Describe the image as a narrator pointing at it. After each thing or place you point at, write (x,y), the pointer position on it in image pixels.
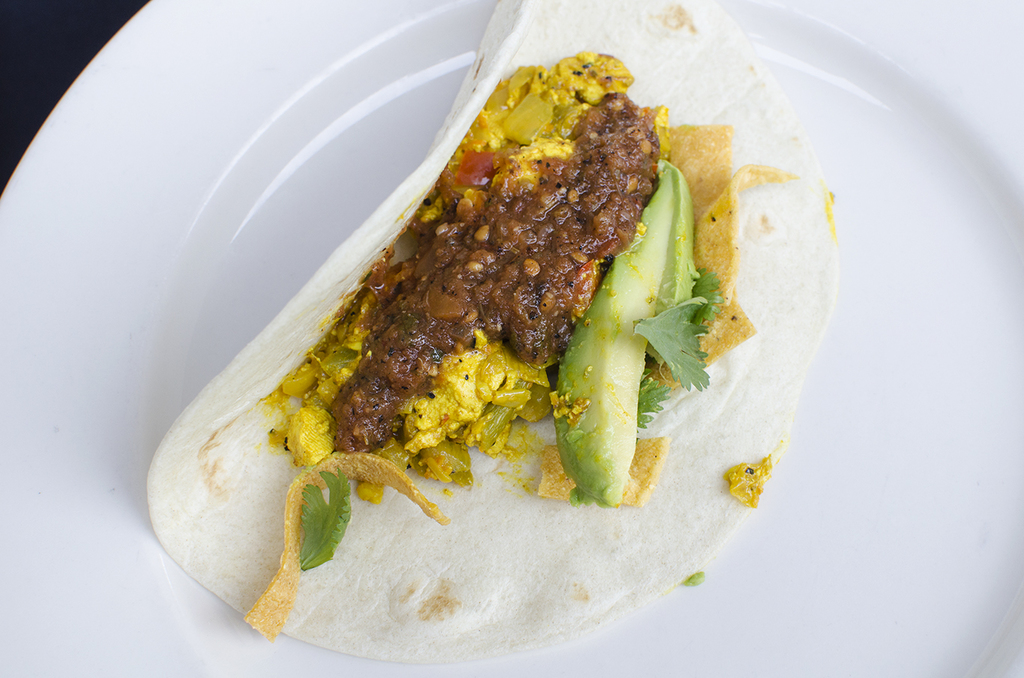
In this image we can see taco (506,400) in plate (972,490) placed on the table (4,48).
